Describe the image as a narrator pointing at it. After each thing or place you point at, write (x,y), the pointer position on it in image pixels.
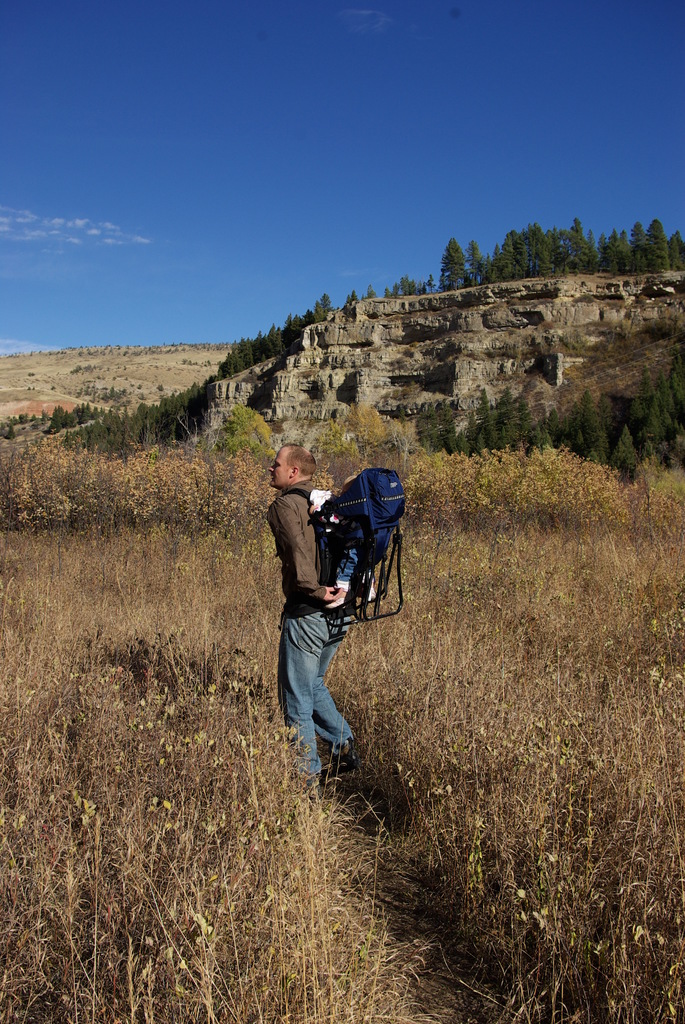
In the foreground of this image (367,510), there is a man (306,641) wearing a bag (362,517) in which it seems like there is a baby (345,560). We can also see plants (155,532), cliff (524,340), trees (461,259), land (160,357) and the sky (365,172).
